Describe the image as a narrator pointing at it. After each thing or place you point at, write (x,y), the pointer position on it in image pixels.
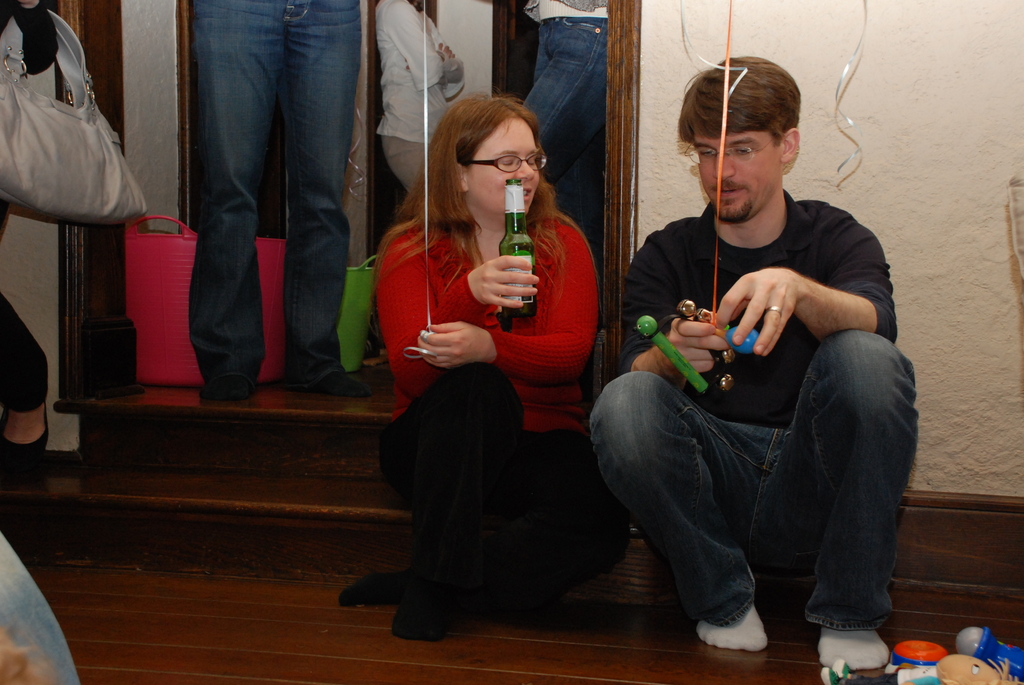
In the image in the center (622,371), we can see two persons (648,359) are sitting and they are holding some objects (669,320). On the right bottom of the image (913,679) we can see few toys (893,649). In the background (816,45) there is a wall (798,51), staircase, handbags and few people (348,118) were standing.
